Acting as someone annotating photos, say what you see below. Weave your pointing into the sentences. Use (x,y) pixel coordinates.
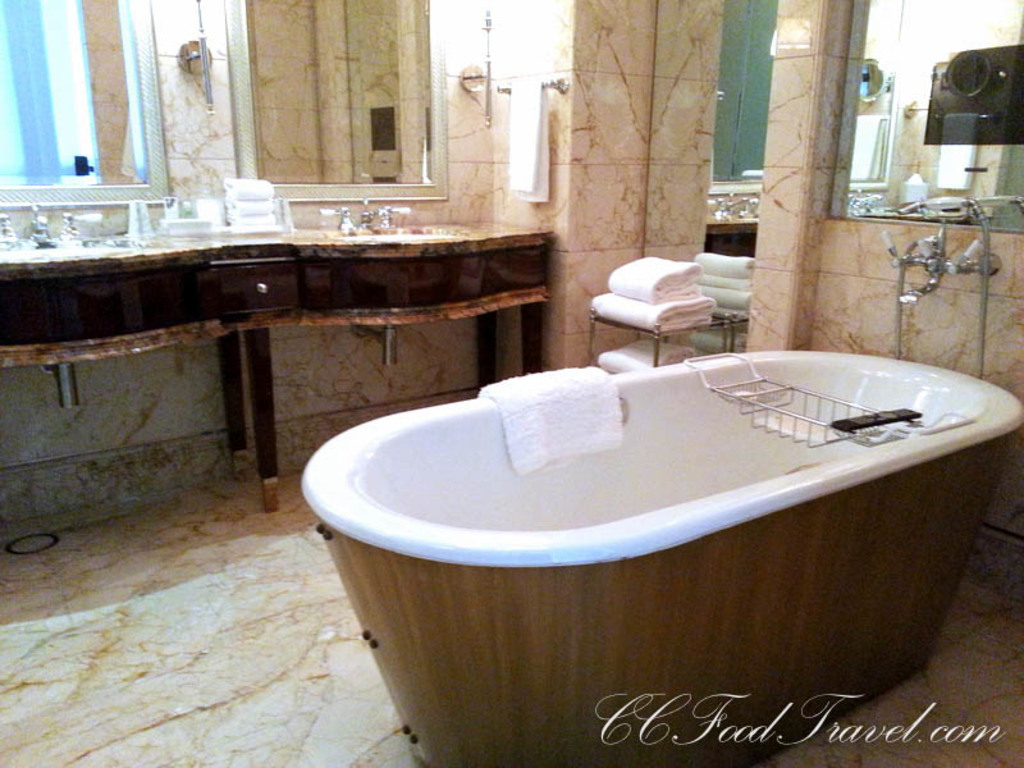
In the foreground (580,366) I can see a bathtub (629,445), towels (677,290), tap (917,260), table (291,256), mirrors (1008,188) and a wall (625,134). This image is taken in a room (124,631).
